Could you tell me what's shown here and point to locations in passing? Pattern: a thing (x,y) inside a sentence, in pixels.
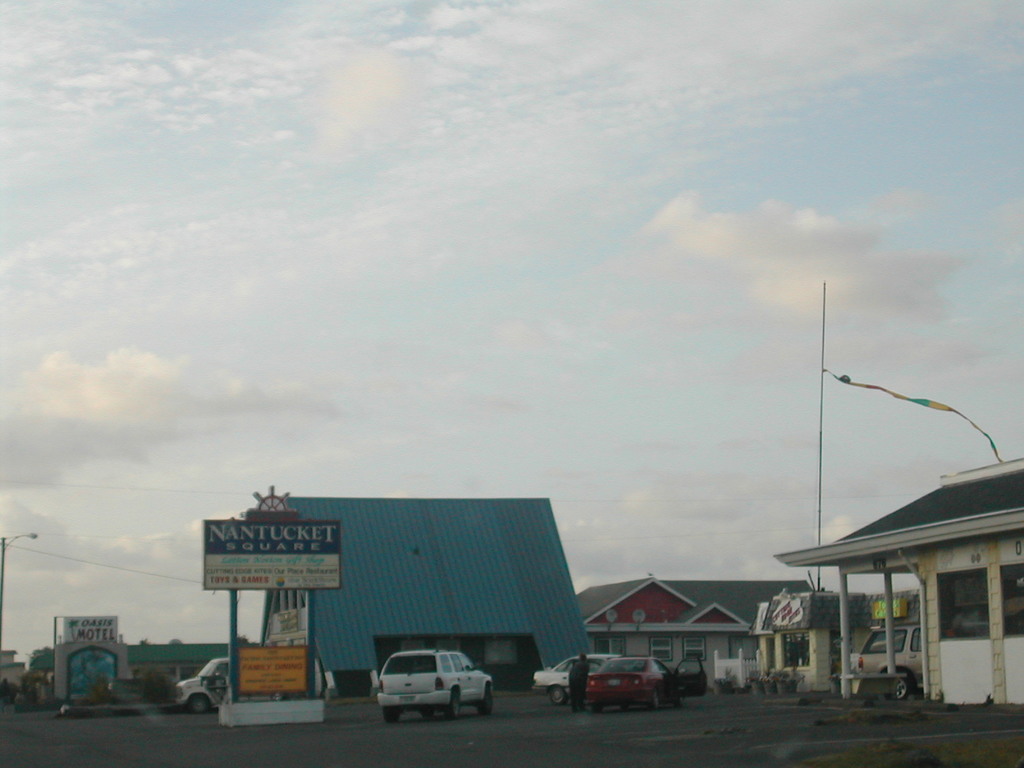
In this image we can see some buildings (763,649) and there are some vehicles (451,665) on the road (731,720) and there is a board (286,537) in the middle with some text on it. There are some flower pots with plants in front of the house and we can see the sky (335,178) with clouds (230,186).
